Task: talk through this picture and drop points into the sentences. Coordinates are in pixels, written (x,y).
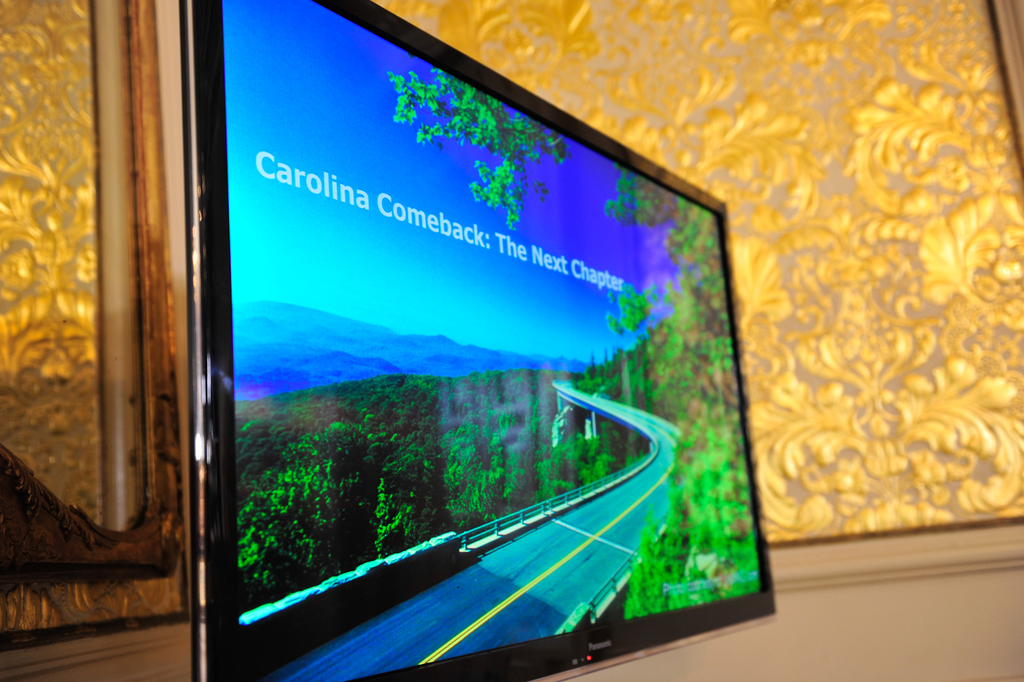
In this image I can see the screen (351,482). In the screen (402,561) I can see the road (521,578). To the side of the road (467,593) there are many trees (409,496), mountains (338,323) and the sky (459,285). In the background (40,355) I can see the gold color board (895,195) to the wall (1023,531).
